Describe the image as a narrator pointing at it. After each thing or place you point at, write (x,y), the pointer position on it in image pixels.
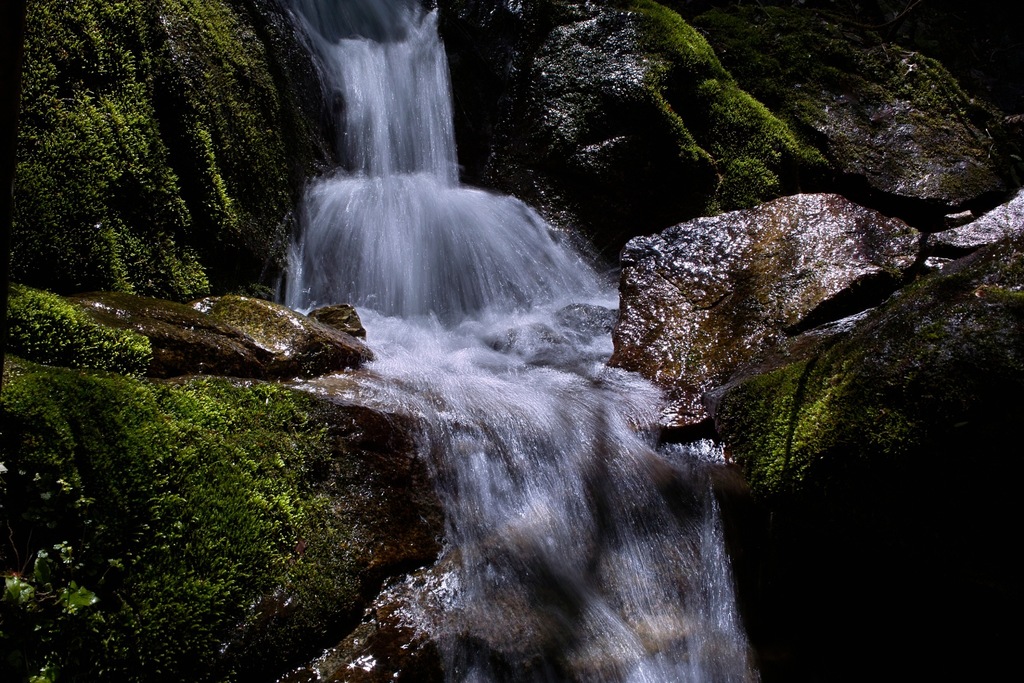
We can see water (503,415) in the middle (485,370) is flowing on the rocks (574,207).
